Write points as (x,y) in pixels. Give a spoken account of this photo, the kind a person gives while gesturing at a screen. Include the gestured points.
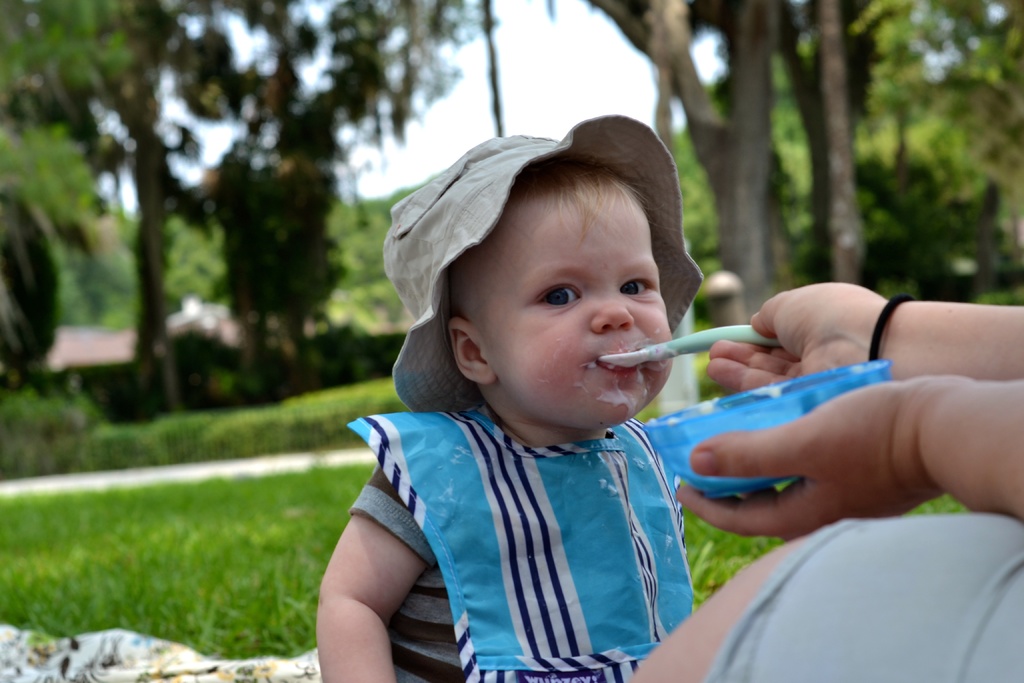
In this picture there is a person (884,410) sitting and holding the bowl (752,484) and spoon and there is a kid (597,432) sitting and eating. At the back (96,354) there is a building (69,349) and there are trees (157,309). At the top (544,49) there is sky (532,81). At the bottom (279,462) there is a pavement (291,455) and there is a cloth (199,668) on the grass (283,499).
